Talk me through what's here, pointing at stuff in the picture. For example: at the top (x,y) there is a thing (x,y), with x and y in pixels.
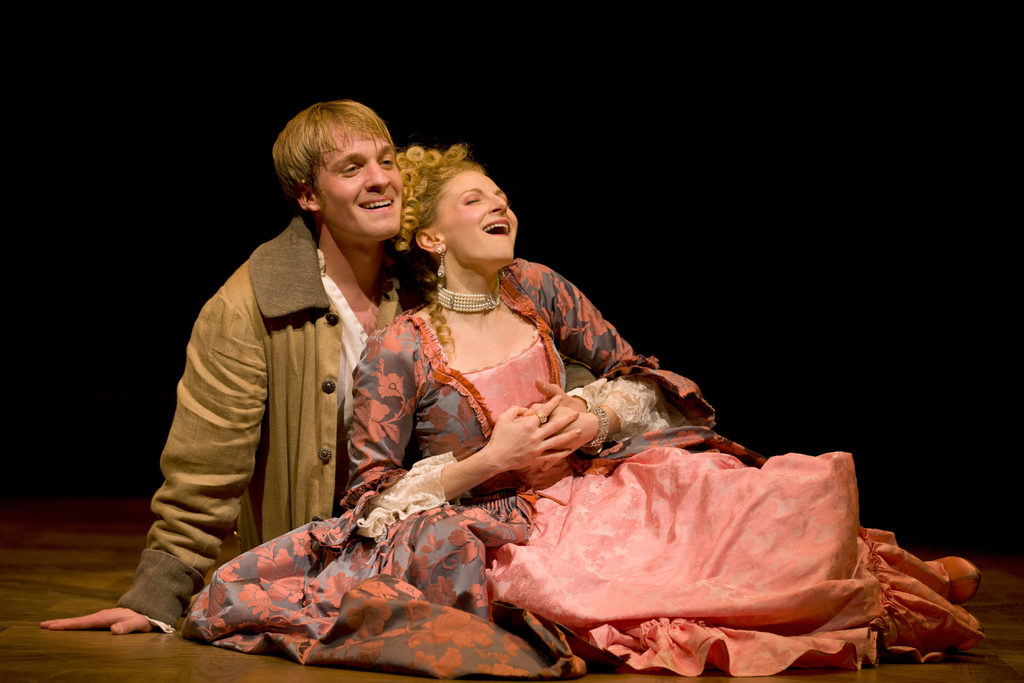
In the image we can see a man (346,349) and a woman (466,432) sitting, wearing clothes (422,448) and they are smiling. The woman (395,330) is wearing an earring (439,253), neck chain (444,292), finger ring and bracelet (600,439). Here we can see wooden surface (103,650) and the background (648,160) is dark.
